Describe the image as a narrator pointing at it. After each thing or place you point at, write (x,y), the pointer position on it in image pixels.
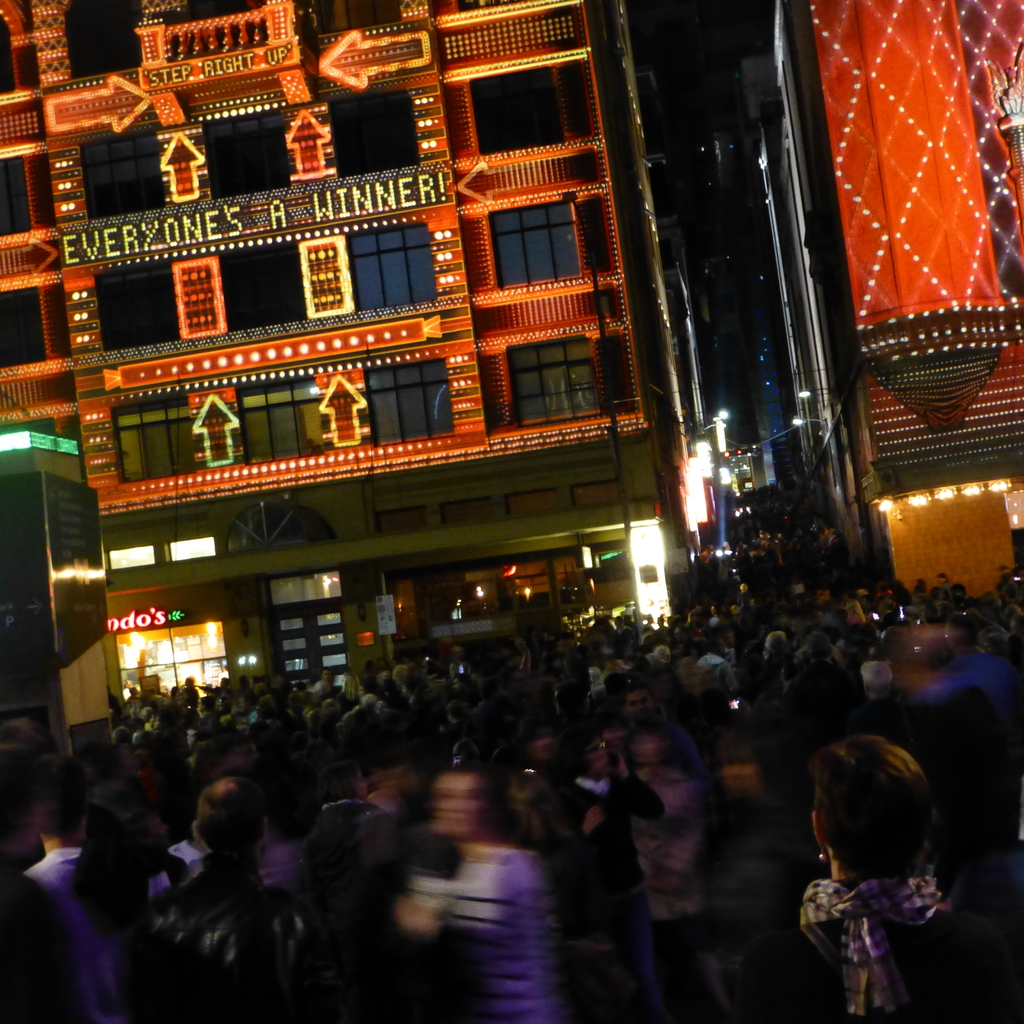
This image is taken during the night time. In this image we can see the buildings (272,274) with lighting (846,249). We can also see the lights (727,477). At the bottom (371,797) we can see many people (865,770).
